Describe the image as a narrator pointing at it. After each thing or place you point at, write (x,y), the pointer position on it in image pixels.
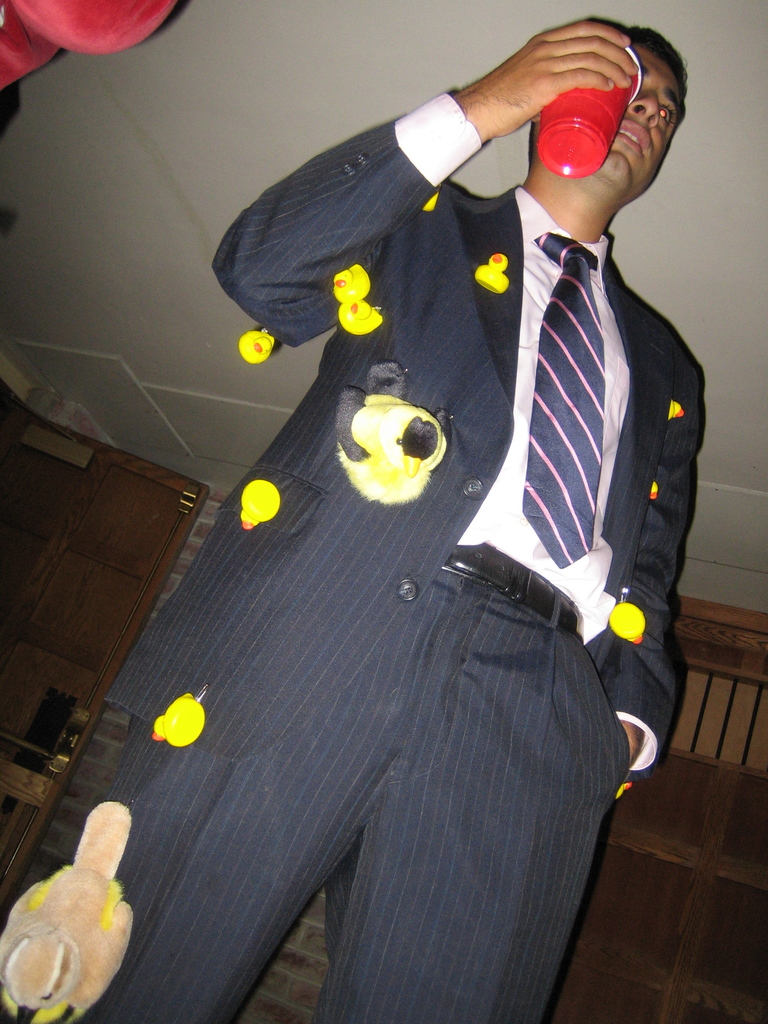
In this image there is a man (537,465) standing. He is holding a glass (560,111) in his hand (574,77). There are duck toys (345,406) attached to his dress (602,512). Behind him there is a wall (180,574). At the top (157,139) there is the ceiling (156,129).
